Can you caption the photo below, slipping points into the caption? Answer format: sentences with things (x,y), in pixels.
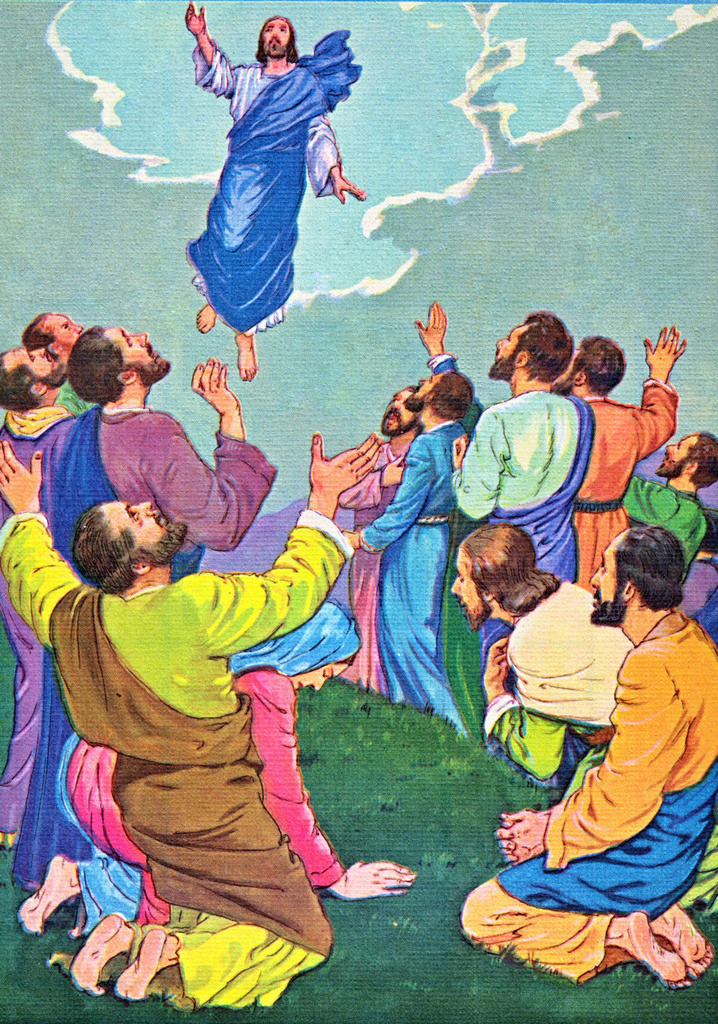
In this picture I can see painting (215,351) of jesus (282,143) and people (214,548). In the background (205,183) I can see sky (193,189).
